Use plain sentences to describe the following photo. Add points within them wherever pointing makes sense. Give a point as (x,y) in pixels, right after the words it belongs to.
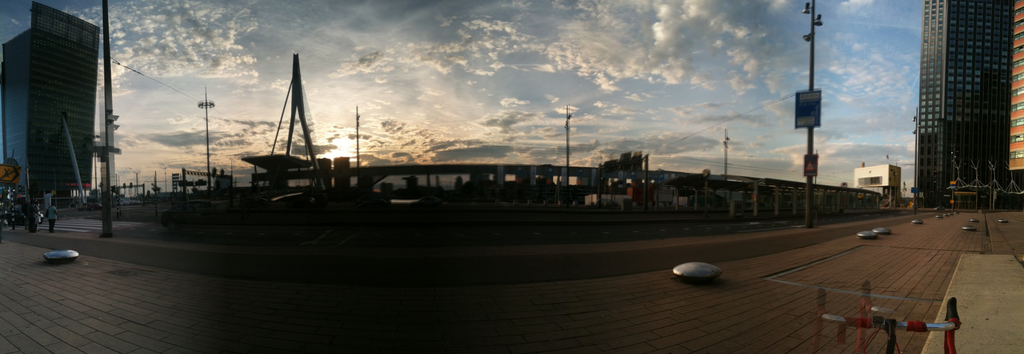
In this image, we can see buildings (976,127), poles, shed (678,193), boards (814,123), road (546,225) and walkway (541,295). Here we can see few objects (301,194) and people (31,203). Background (443,114) we can see the cloudy sky (541,117).
